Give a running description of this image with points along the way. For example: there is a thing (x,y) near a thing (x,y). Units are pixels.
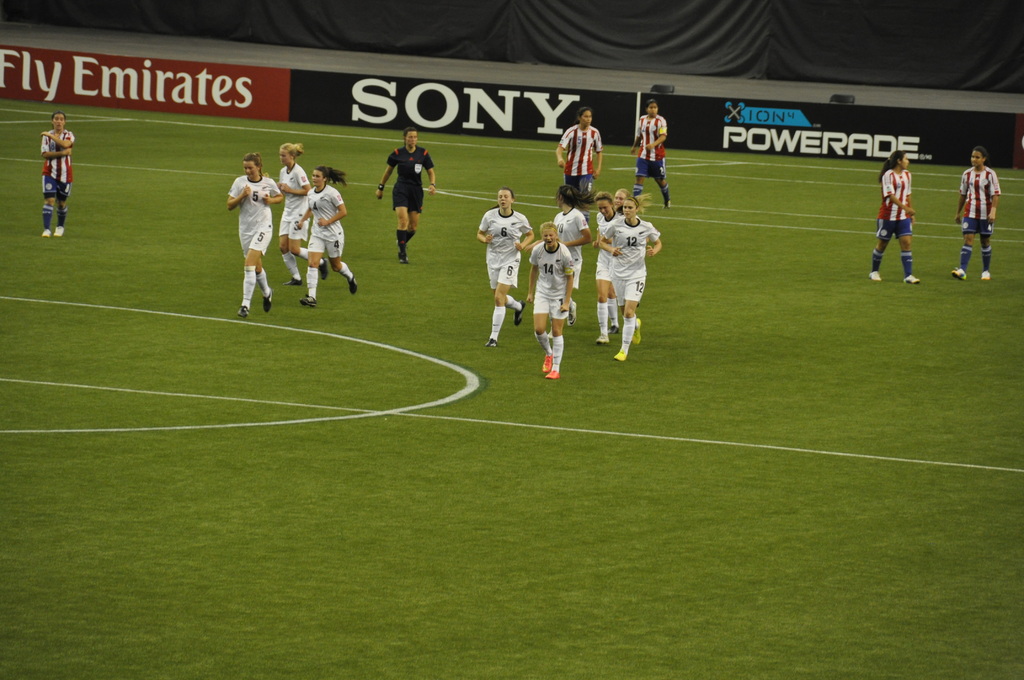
In the image we can see there are people (613,224) standing on the ground (646,184) and the ground (259,418) is covered with grass (599,514). Behind there is a banner fencing (522,123).
